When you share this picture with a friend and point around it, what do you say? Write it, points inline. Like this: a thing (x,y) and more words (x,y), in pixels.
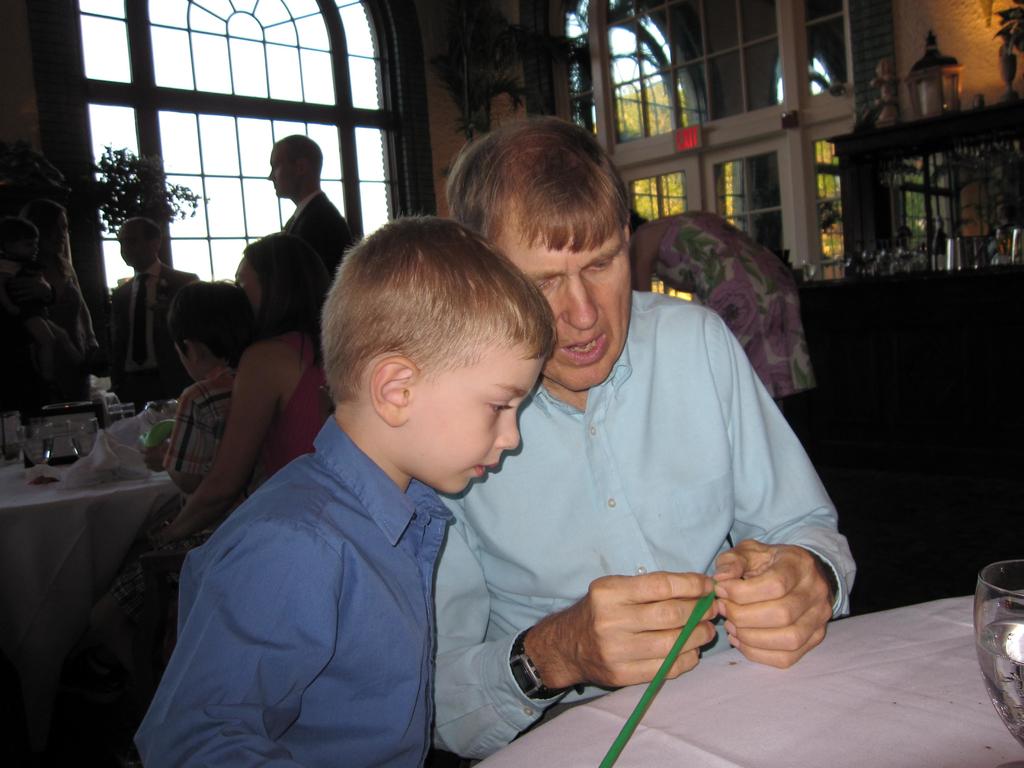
In the image there is a man (572,499) and beside him there is a boy (403,571) and backside of him there is a table (117,514) with food (42,483) and glasses (37,427) and this seems to be in a restaurant (977,28).
